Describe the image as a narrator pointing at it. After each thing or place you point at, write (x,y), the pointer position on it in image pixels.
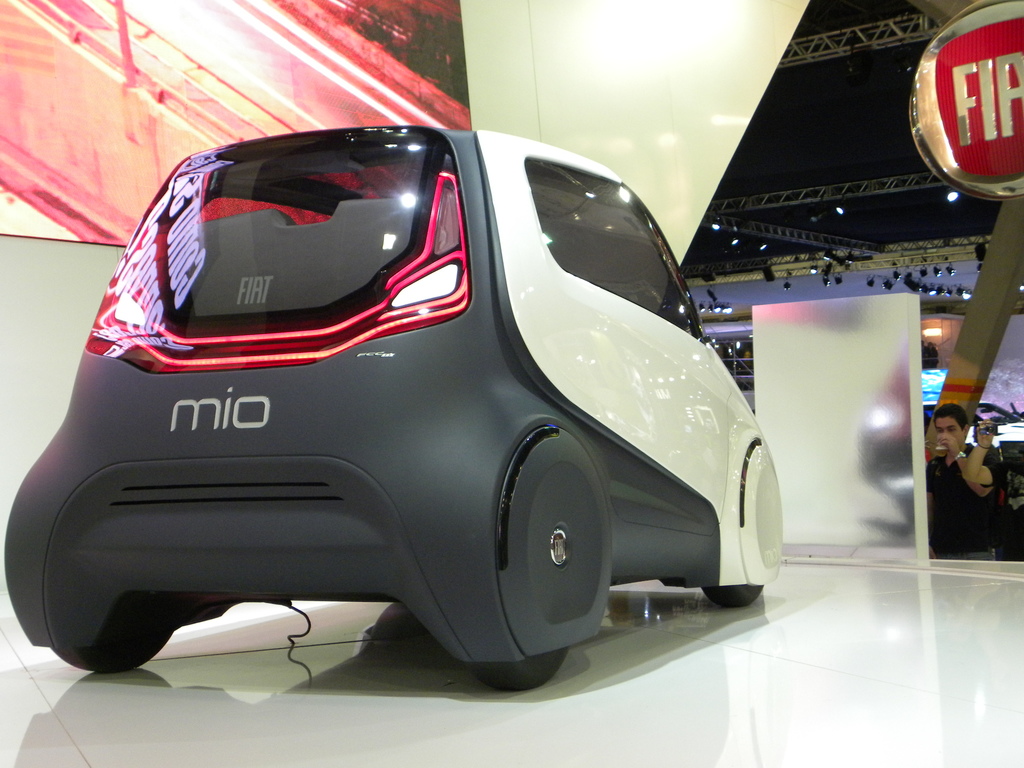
In this picture there is a car (450,226) on the floor (911,693). At the back (987,440) there is a person (962,489) standing and holding the camera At the top (1020,108) there are lights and there is a board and there is a text (1020,92) on the board (1020,92). At the back (293,43) there is a board (231,59).
